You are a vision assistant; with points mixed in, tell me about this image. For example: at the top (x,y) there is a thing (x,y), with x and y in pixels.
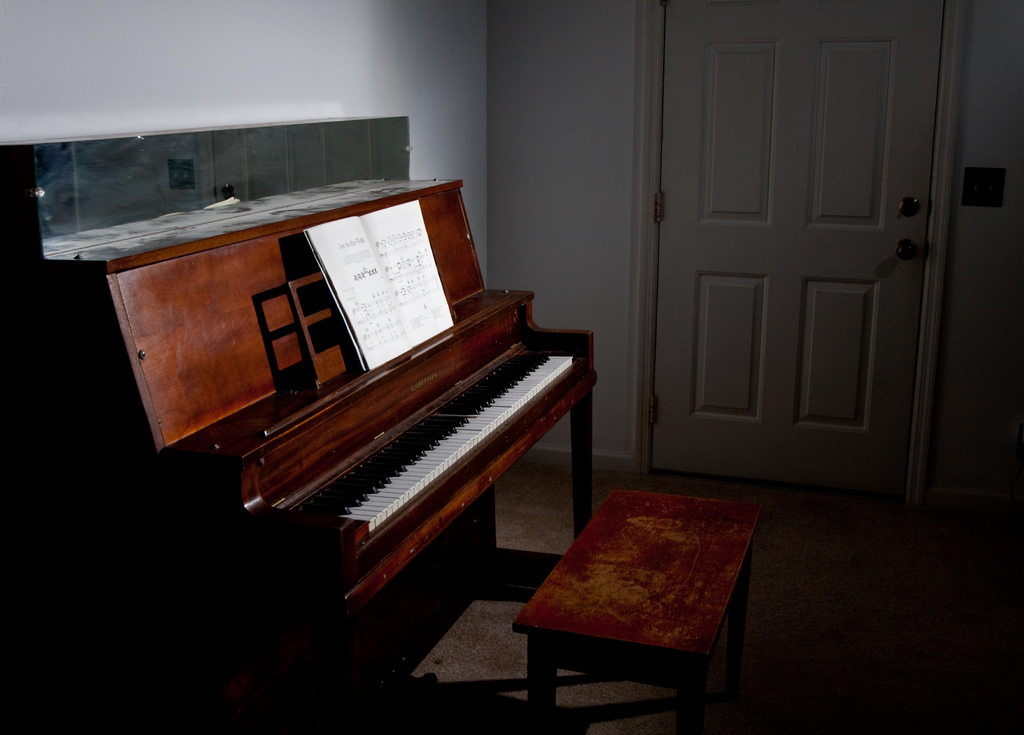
In this picture we can see a room (951,328) with piano (593,332) and on piano (443,340) we have musical note book (392,303) and aside to this we have a table (608,616) and in background (498,156) we can see wall (527,136), door (773,137).
